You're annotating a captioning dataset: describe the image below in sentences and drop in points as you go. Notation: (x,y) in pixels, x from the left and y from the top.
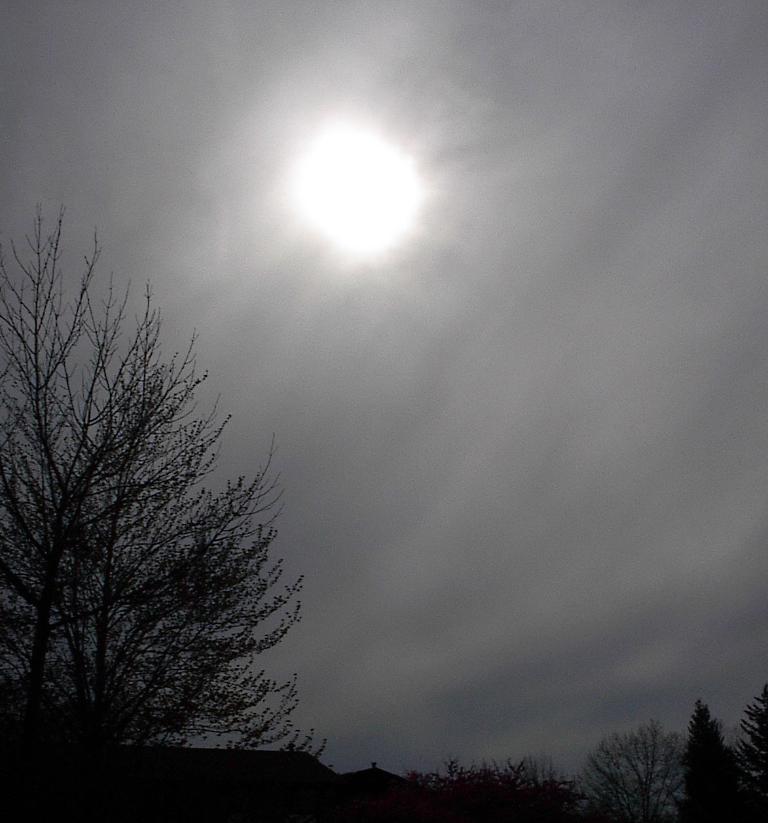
In the picture I can see trees (212,628). In the background (505,343) I can see the sky (443,356) and the sun (392,216).
